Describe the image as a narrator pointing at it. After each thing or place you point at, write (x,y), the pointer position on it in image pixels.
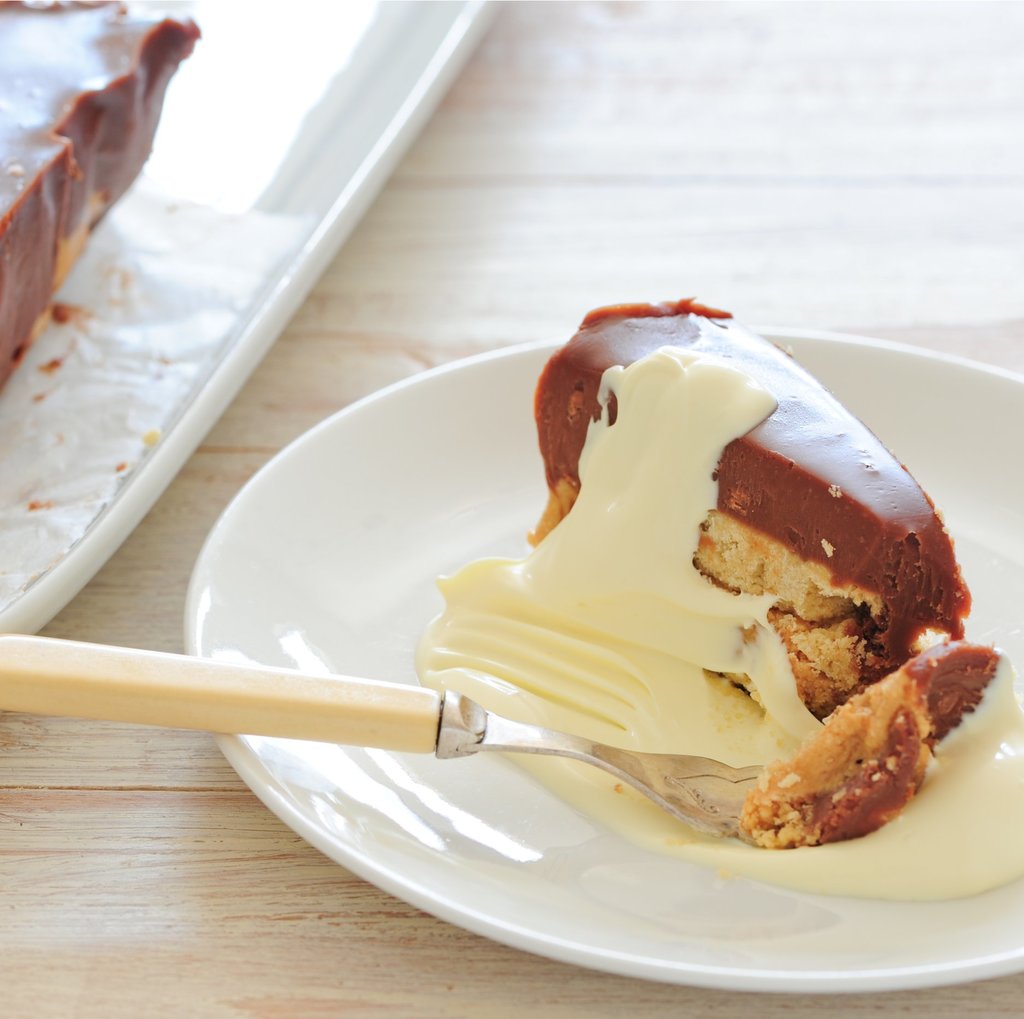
In the center of the image (360,346) we can see one table (567,264). On the table (555,264), we can see one plate (391,450), one fork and some food items (132,114).
